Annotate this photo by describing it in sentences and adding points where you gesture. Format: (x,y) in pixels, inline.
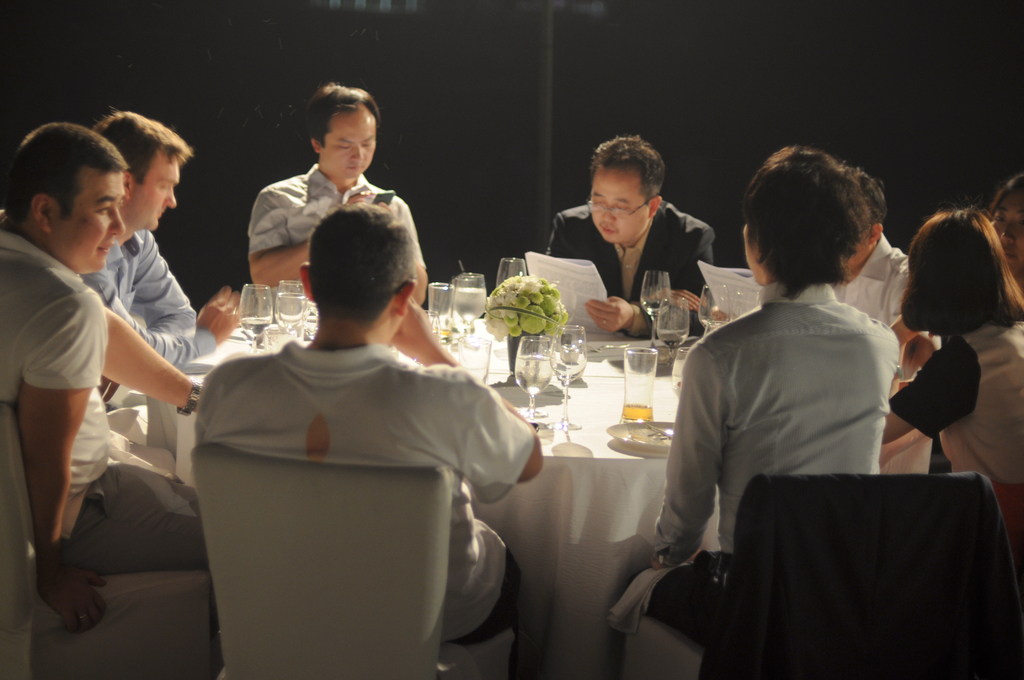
There are few people (318,324) sitting on the chair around the table (636,344). There are glasses (577,365), flower vase (560,312), plates (626,432) on the table (590,422) and two men (657,263) are holding paper (580,270) in their hands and looking at it.
